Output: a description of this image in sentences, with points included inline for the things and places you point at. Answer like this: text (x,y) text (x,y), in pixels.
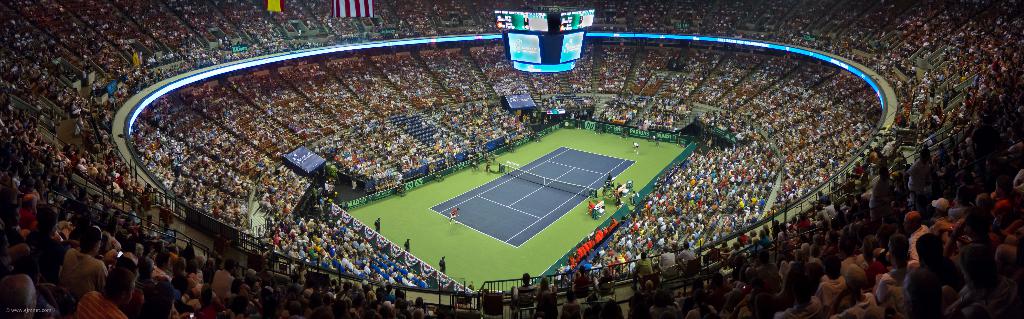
In this image I see the stadium (284,110) and I see the tennis court (508,181) over here and I see number of people (369,83) who are sitting on chairs (291,87) and I see the screens (567,66) over here and I see the net (520,172) over here.
